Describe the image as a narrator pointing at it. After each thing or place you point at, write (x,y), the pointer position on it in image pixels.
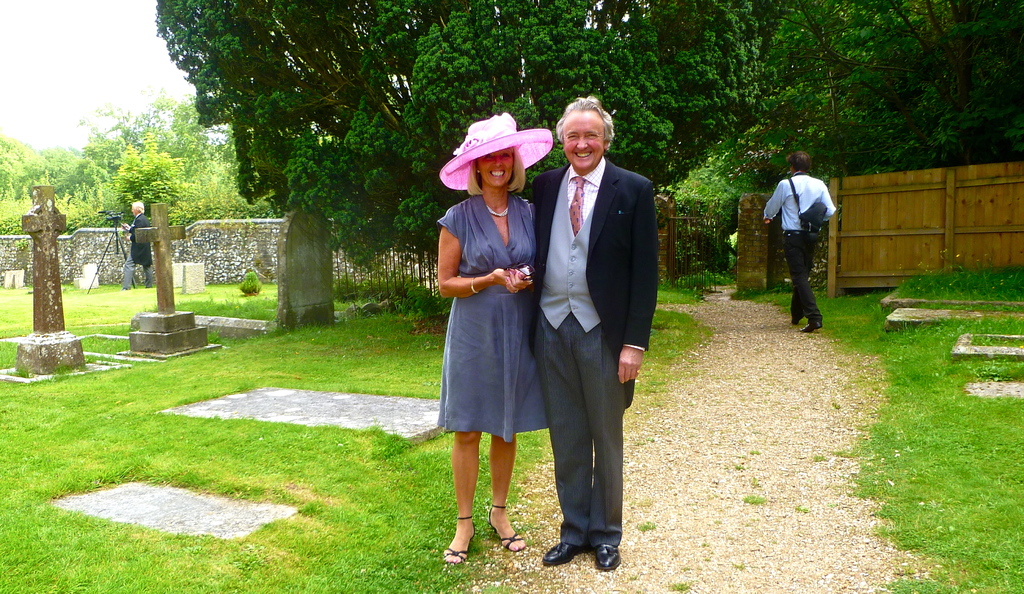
In the center of the picture (574,242) there are couple (514,296) standing. On the left (142,368) there are grave stones (162,296), grass (261,292), plants (97,220), person (147,221), camera (109,211) and trees (355,96). In the background (638,64) there are trees (850,153) and there is a gate (700,234). On the right (840,276) there are plants (926,275), gate (875,227), person (814,300), grass (934,424) and a path (758,419).
